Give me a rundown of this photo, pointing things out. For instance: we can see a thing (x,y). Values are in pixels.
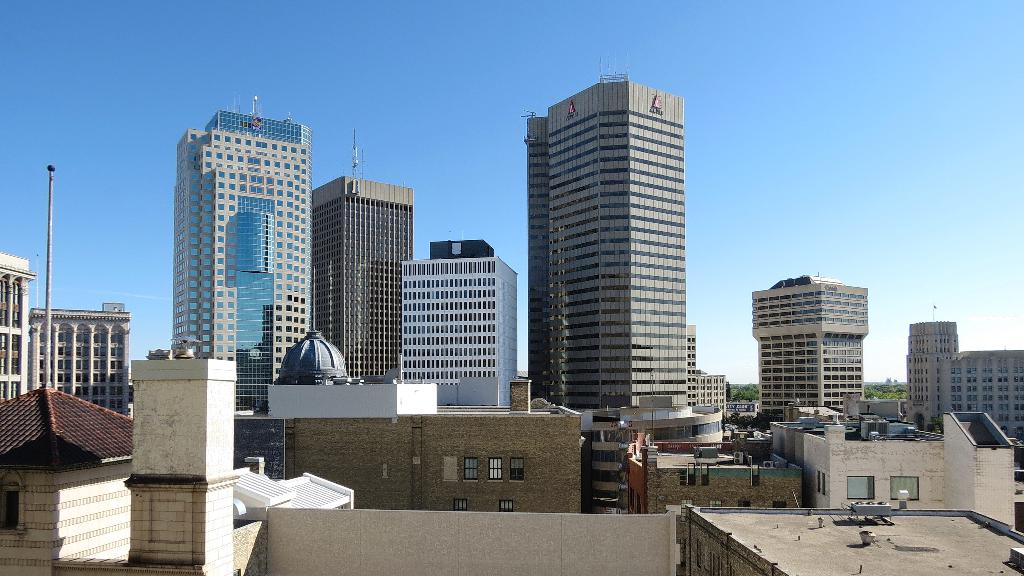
In this image we can see buildings (215,281), pole (50,198), towers (219,156) and sky (709,123).
